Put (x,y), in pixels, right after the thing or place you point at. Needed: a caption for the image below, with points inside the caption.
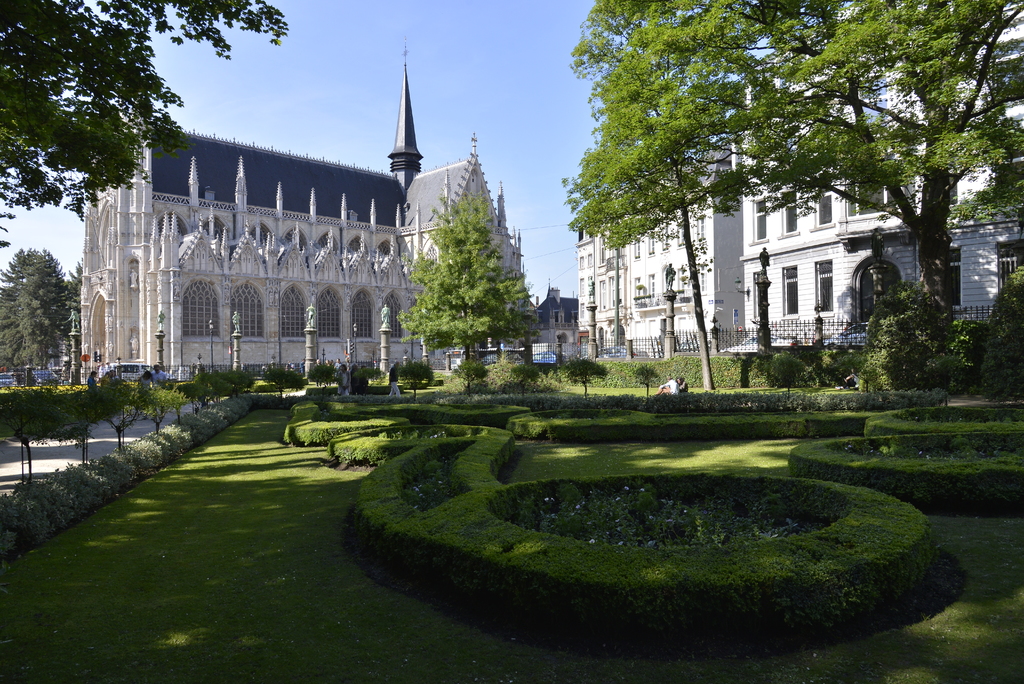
This is a garden (502,423). Here I can see the grass (216,546) and plants (317,401) in green color. In the garden (629,409) few people (679,388) are sitting. In the background (394,382), I can see few people (147,381) are walking on the road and there are some buildings (654,272) and trees (460,279). On the top of the image (336,73) I can see the sky (302,92).
